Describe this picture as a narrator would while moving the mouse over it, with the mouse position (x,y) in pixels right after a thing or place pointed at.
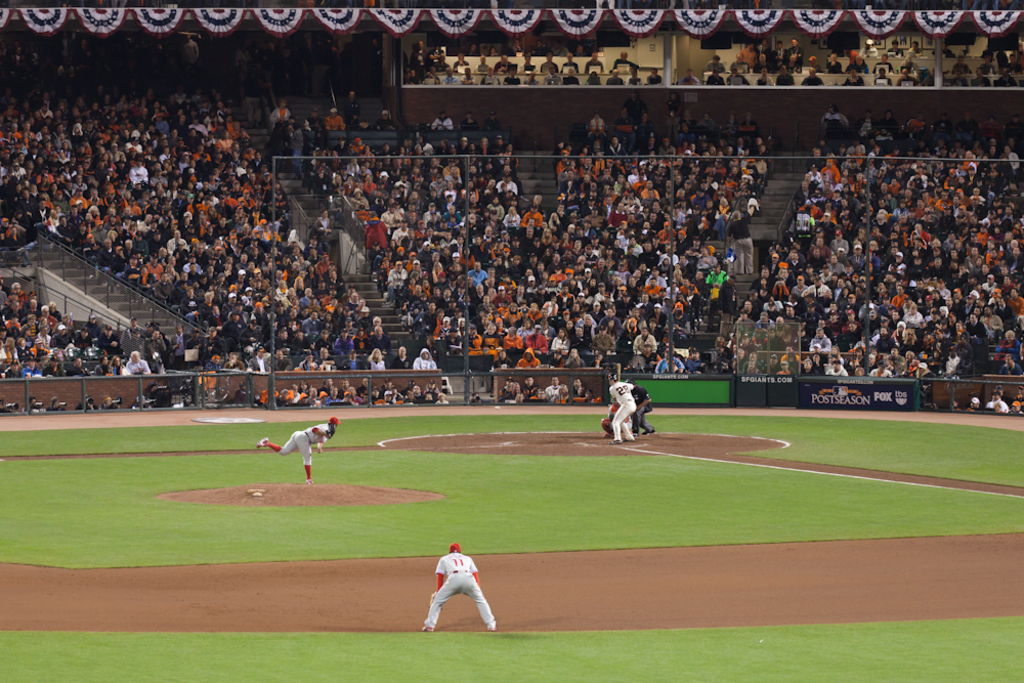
In this picture I can see a stadium (152,649), there are few people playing a game, there are boards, stairs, there are group of people (1016,265) and there are some objects (285,25).
